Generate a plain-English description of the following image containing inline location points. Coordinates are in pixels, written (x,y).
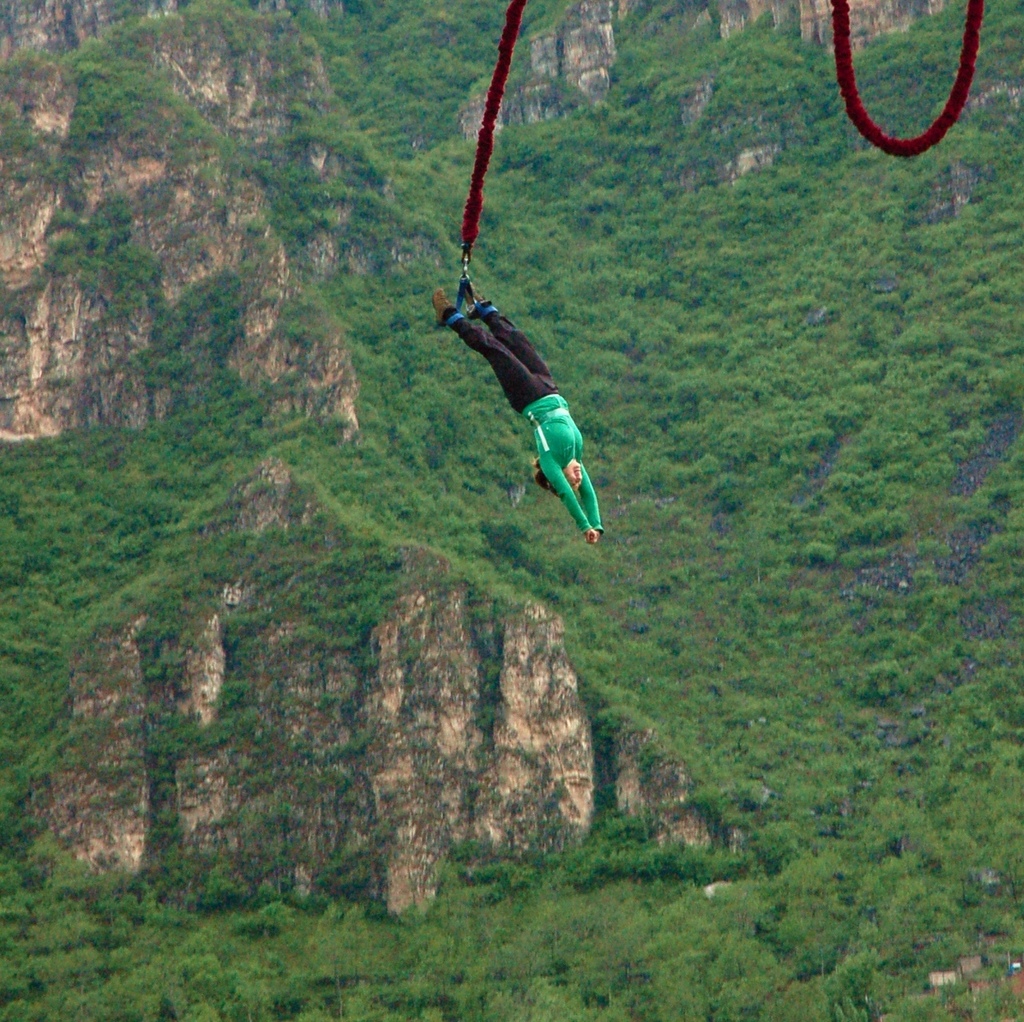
In the image there is a person (562,461) performing bungee jumping, behind the person (539,407) there is a huge mountain (307,718) in the background (307,718).
